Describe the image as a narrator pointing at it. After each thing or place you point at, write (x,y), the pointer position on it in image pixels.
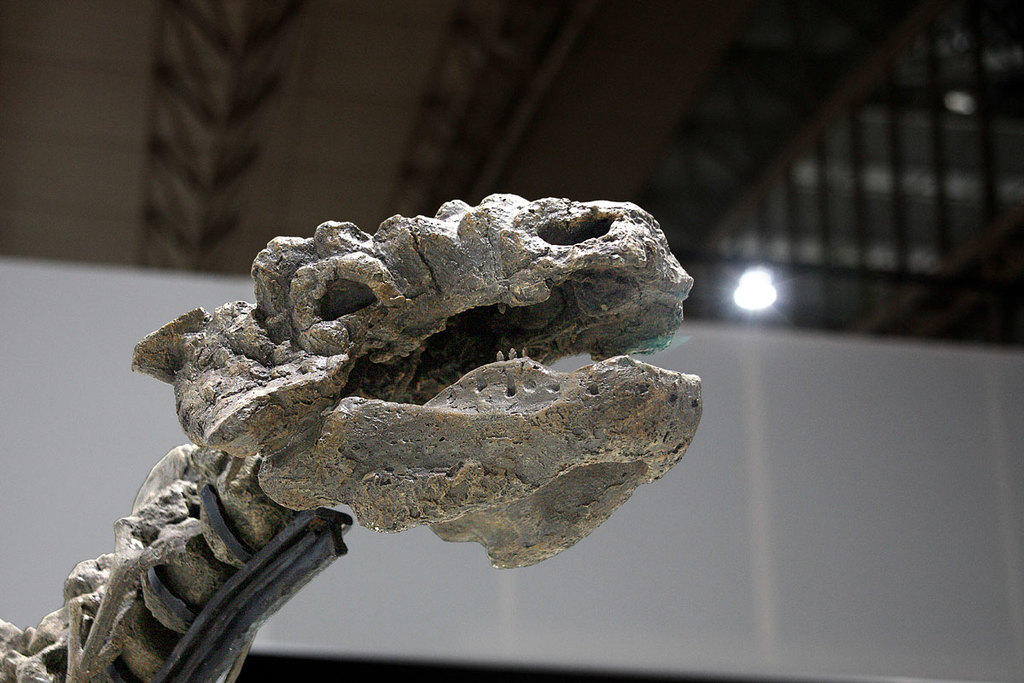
In this image I can see the skeleton (499,558) of the dinosaur (231,572). In the background (690,564) I can see the light (750,307) and I can see the white color cloth (694,511).
